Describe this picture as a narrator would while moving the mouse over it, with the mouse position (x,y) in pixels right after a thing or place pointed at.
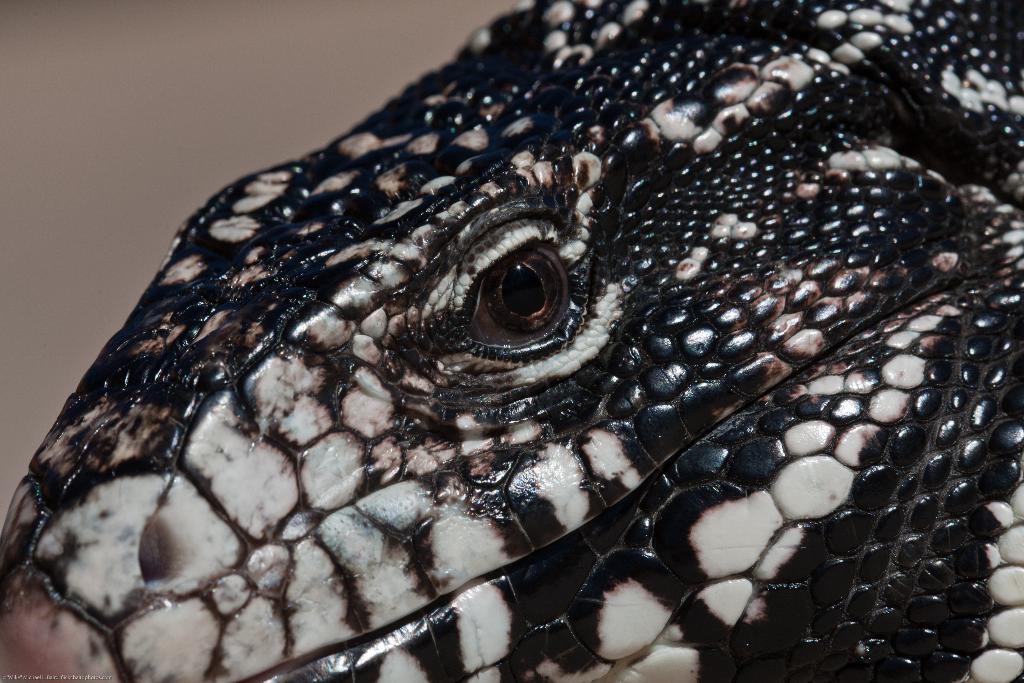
As we can see in the image there is a black color animal (504,395) and in the background (134,265) there is a wall (95,133).
